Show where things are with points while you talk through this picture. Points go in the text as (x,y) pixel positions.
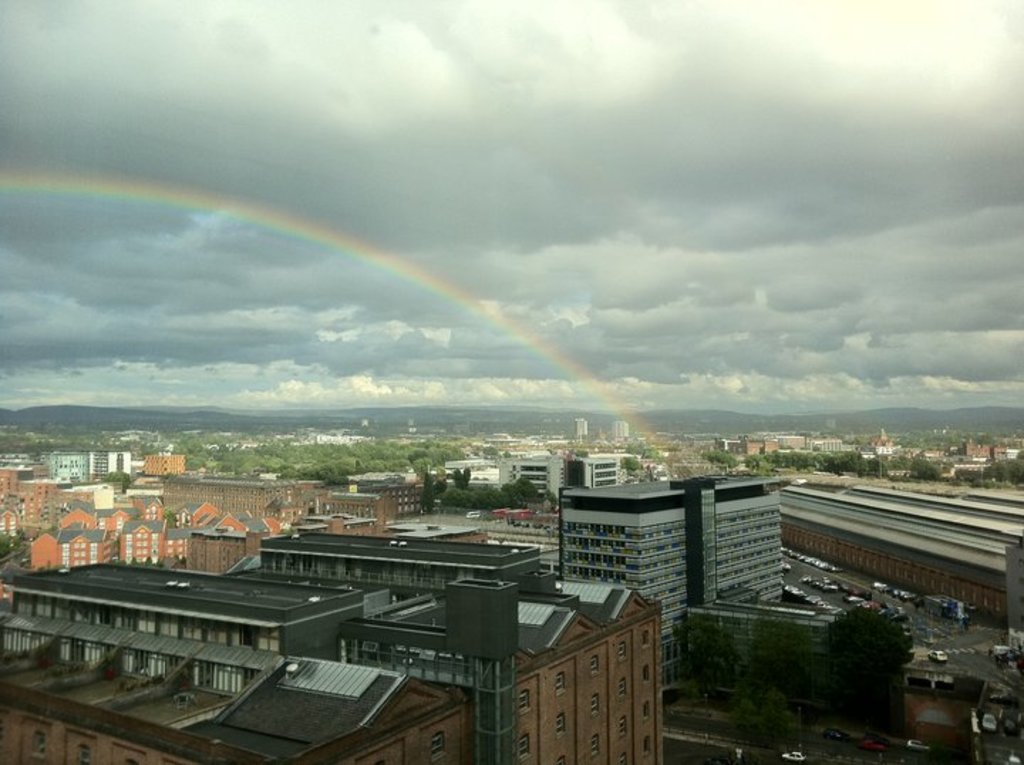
In this picture, we can see some buildings (166,595) and few vehicles (1016,652) which are moving on the road (821,737). In the background (117,438), we can see some trees (1004,469), buildings (774,438), mountains (243,425), rainbow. At the top (581,48), we can see a sky (594,45) which is cloudy.
